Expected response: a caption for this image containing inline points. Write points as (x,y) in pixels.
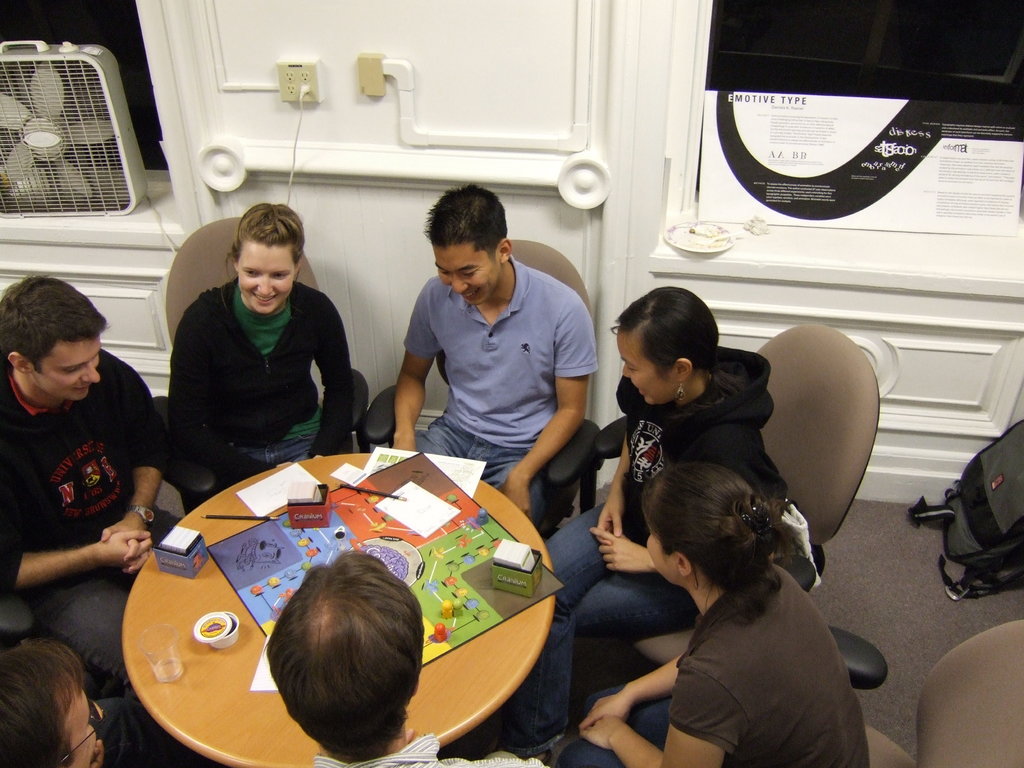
in this picture there is a group of people (50,438) playing board games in which three are girls (241,391) and four are boys (86,426), there is a table fan (44,60) behind the girl (258,327) and a white plate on the window sill (753,241) and a bag (968,580) on the floor (932,539).
